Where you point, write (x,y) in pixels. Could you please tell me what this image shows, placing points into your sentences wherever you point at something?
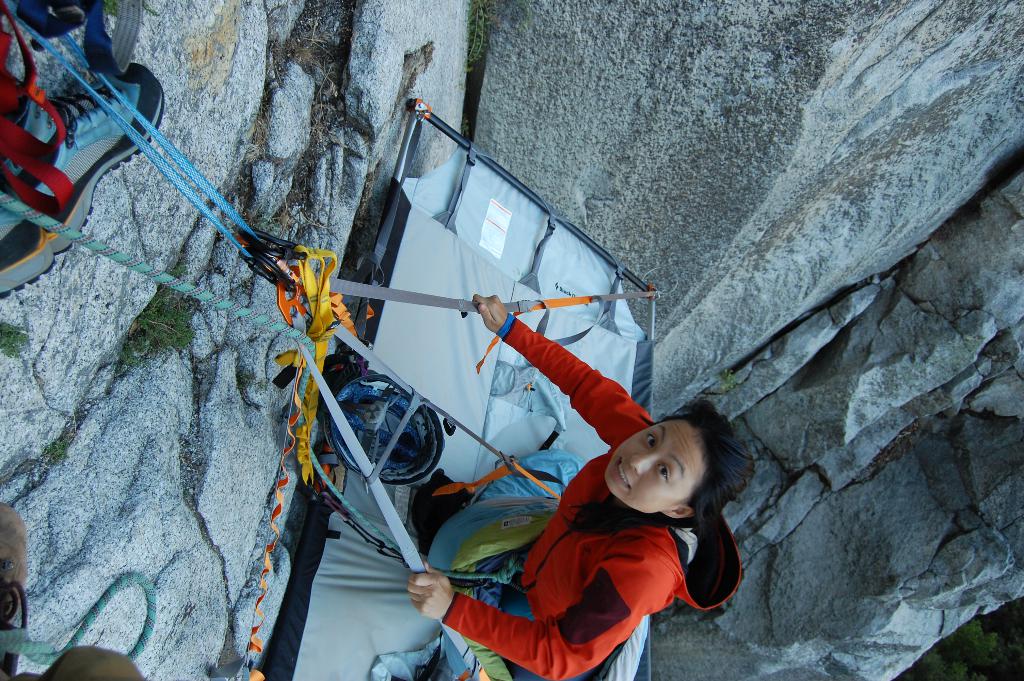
In this picture we can see a woman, she is holding a rope (395,546) and in the background (275,457) we can see rocks (202,378).
